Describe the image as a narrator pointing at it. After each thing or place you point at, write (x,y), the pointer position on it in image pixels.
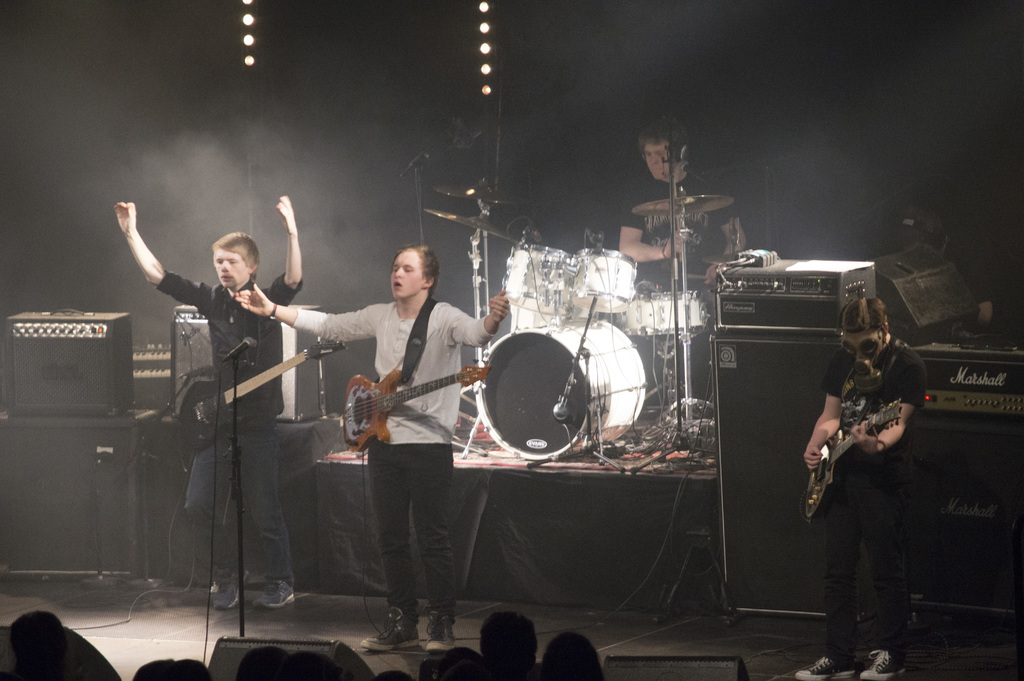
In the foreground of this image (2,625), at the bottom (562,653), there are heads (267,671) of a person (253,663) and also we can see few black color objects (255,637). In the middle (361,320), there are two men (339,323) carrying guitars (392,406) in front of a mic stand (239,514). On the right (887,554), there is a man (904,560) standing and playing guitar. Behind them, there is a man (664,256) playing drums (605,311) and also there are electronic devices (191,333). In the background (481,37), there are lights (483,44) in the dark.
